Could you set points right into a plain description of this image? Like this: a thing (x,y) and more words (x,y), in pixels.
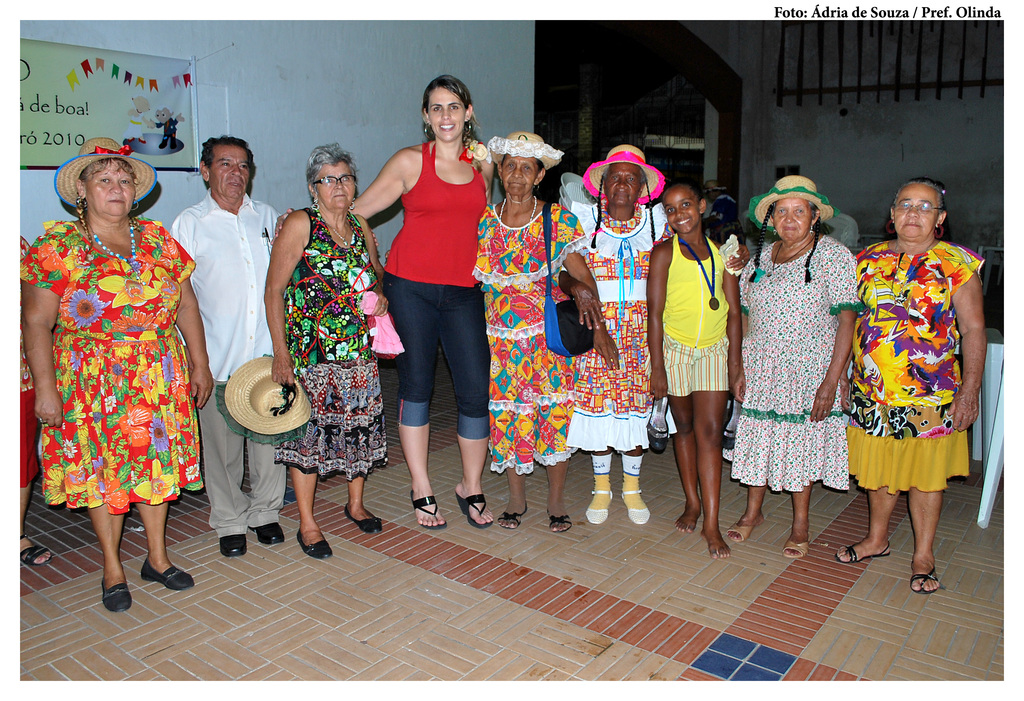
In this picture I can see group of people (444,317) are standing on the floor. Among them some are wearing hats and some are carrying bags (554,339). In the background (156,107) I can see a banner (145,115) on the wall (227,103). On the right side (983,438) I can see white color objects (985,391) on the floor (977,482).
